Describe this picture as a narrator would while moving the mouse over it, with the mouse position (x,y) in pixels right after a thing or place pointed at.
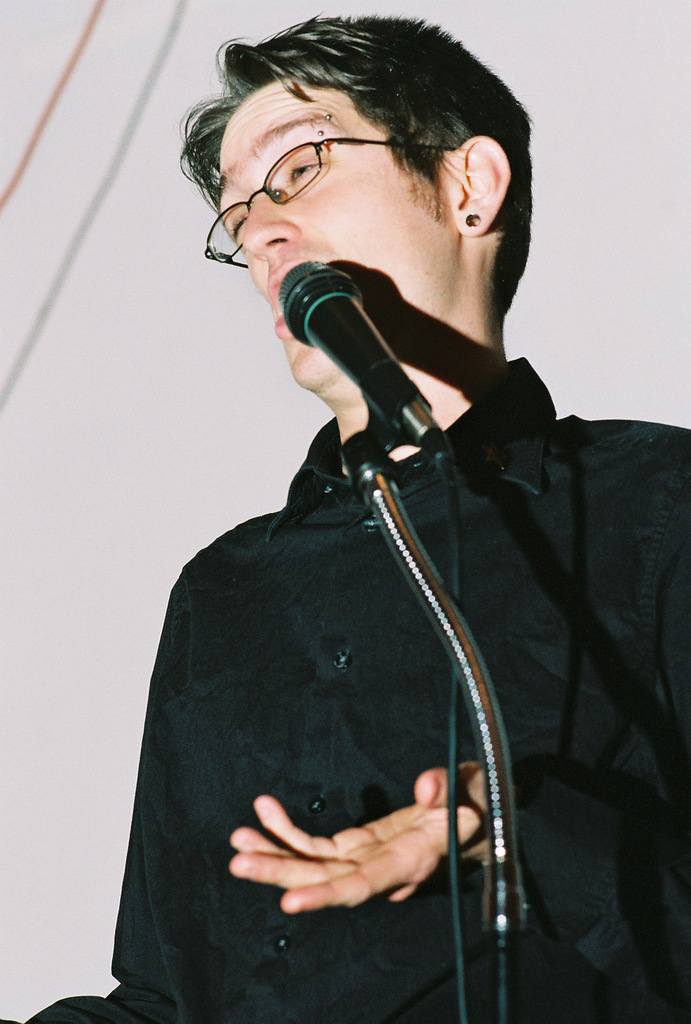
In this image we can see a man (219,119) speaking on a microphone (325,285). He is wearing a black color shirt (617,653) and here we can see the spectacles (281,172).
